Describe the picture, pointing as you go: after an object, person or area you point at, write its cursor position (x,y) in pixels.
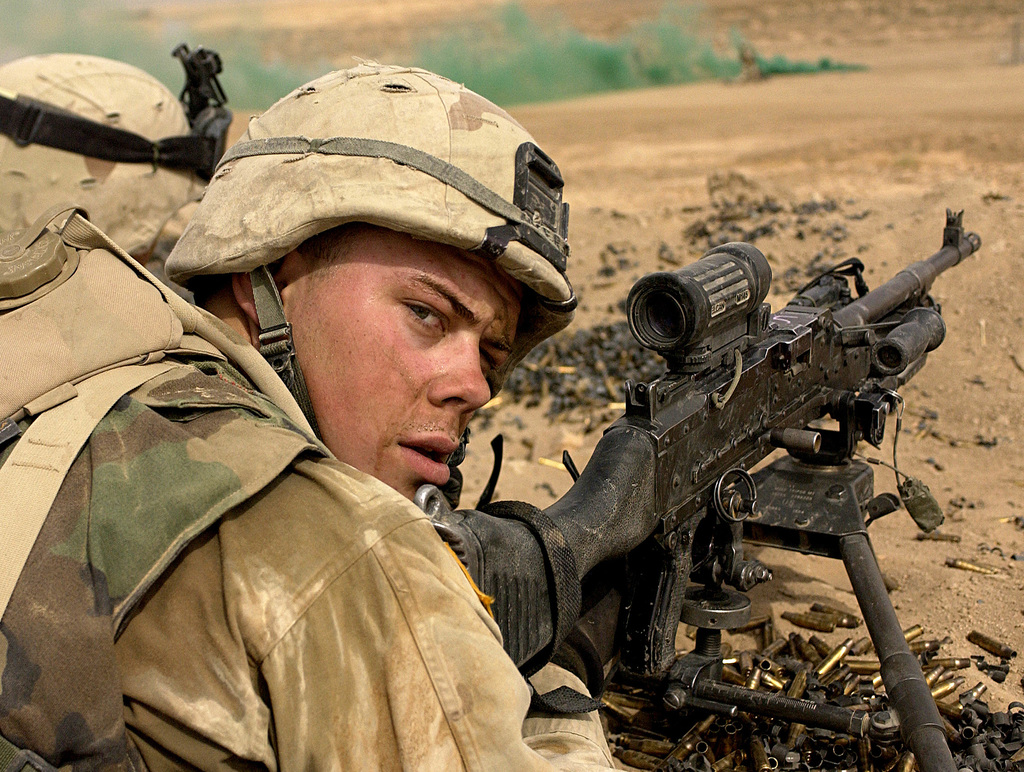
In this image I can see two soldiers (192,239). Person (429,259) on the right hand side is watching the cam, in front of him I can see a gun (903,281) kept on a metal arrangement (796,541) I can see number of bullets (835,682) or bullet caps (827,693) on the ground (855,636).
